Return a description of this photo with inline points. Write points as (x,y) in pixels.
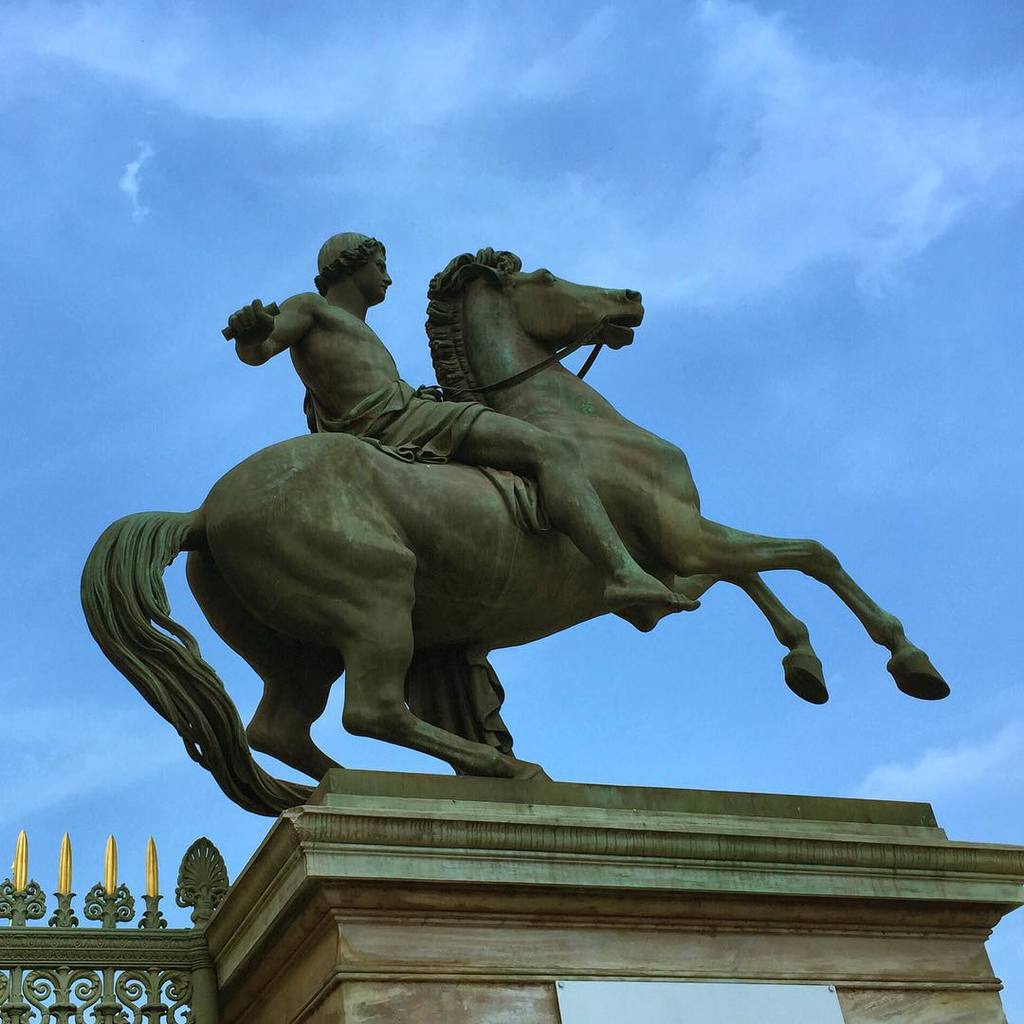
In this picture there is a statue (341,555) of a horse (575,548) and a guy (343,351) riding it.
